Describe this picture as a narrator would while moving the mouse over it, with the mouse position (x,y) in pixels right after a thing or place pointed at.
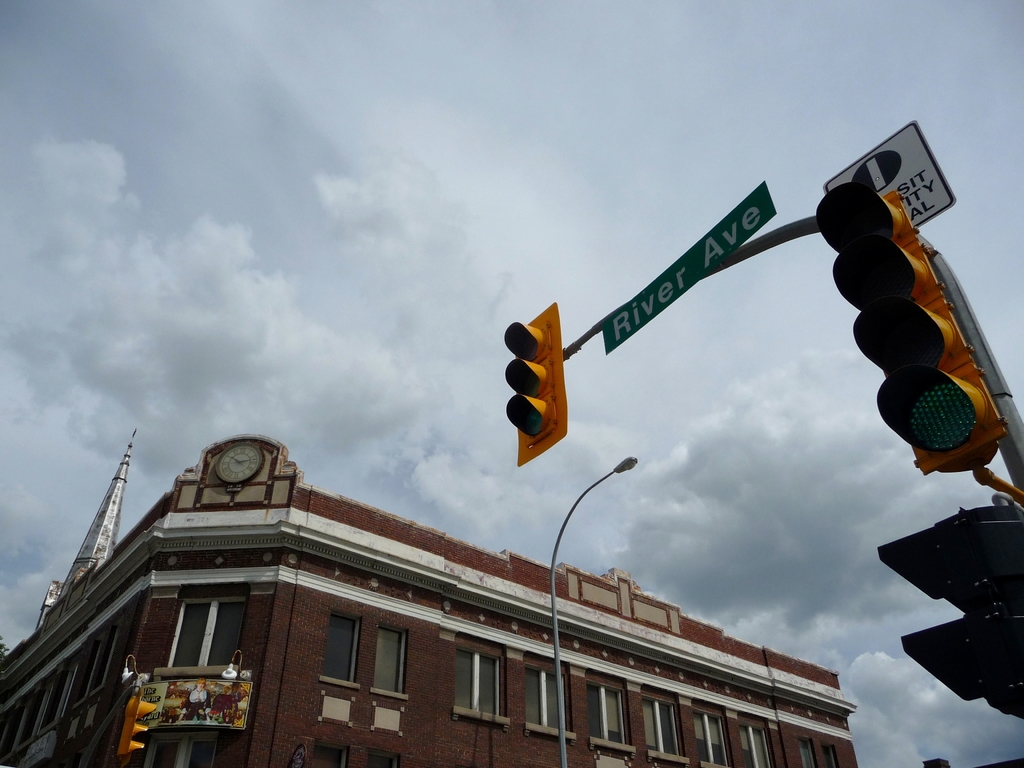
On the right side (868,293), there are signal lights (551,354) and sign boards (648,308), which are attached to the pole (945,269). On the left side (317,524), there is a light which is attached to the pole (562,765), near a building (325,712), which is having glass windows (154,751). In the background (203,272), there are clouds (594,529) in the sky (726,578).
